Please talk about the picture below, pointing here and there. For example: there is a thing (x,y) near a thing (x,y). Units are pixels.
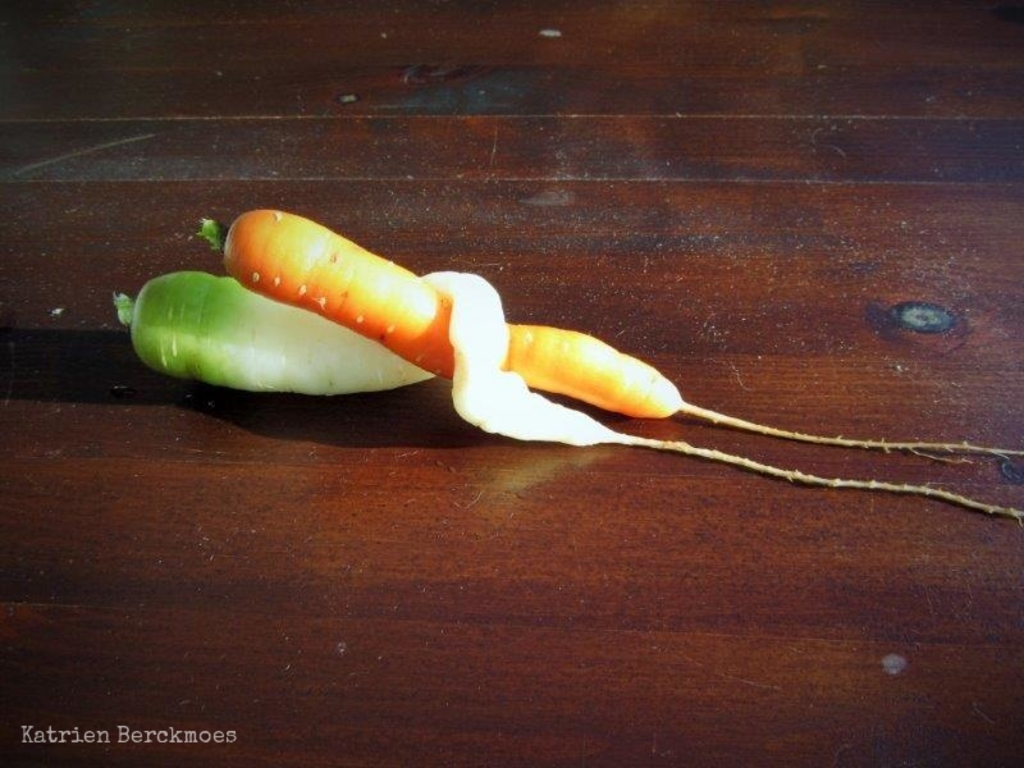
In this image, we can see a carrot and a radish (290,370) on the table (409,621) and at the bottom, there is some text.
